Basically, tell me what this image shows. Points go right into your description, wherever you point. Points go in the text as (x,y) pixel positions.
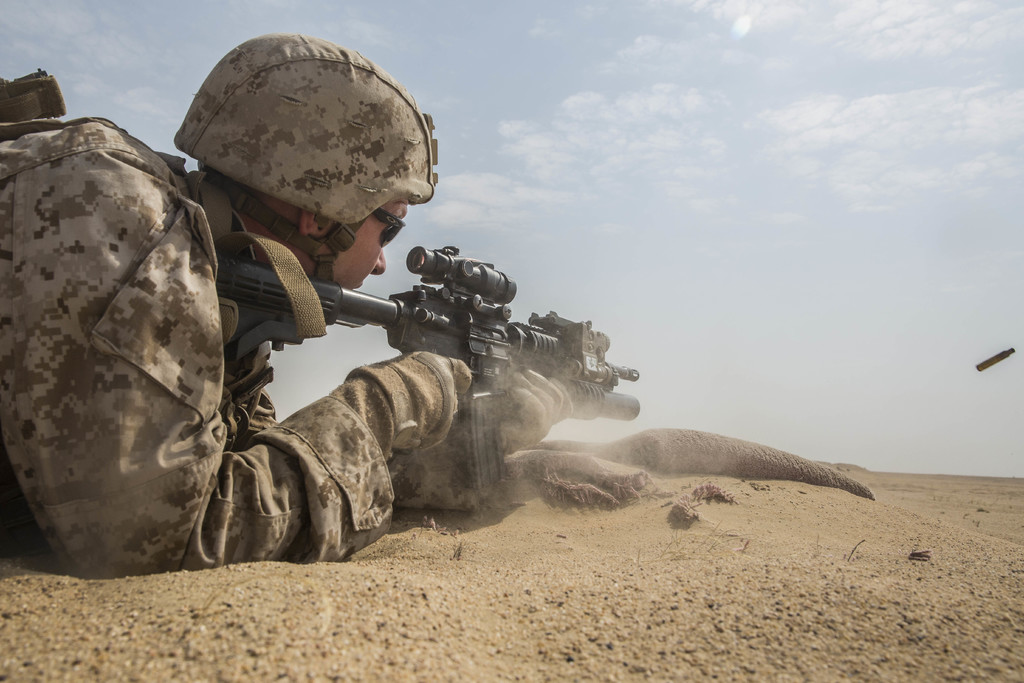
In this image we can see a person (220,428) lying on the ground (743,549) and holding a gun (509,344), there is a bullet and the sky (750,235) with clouds (705,124) in the background (731,137).
